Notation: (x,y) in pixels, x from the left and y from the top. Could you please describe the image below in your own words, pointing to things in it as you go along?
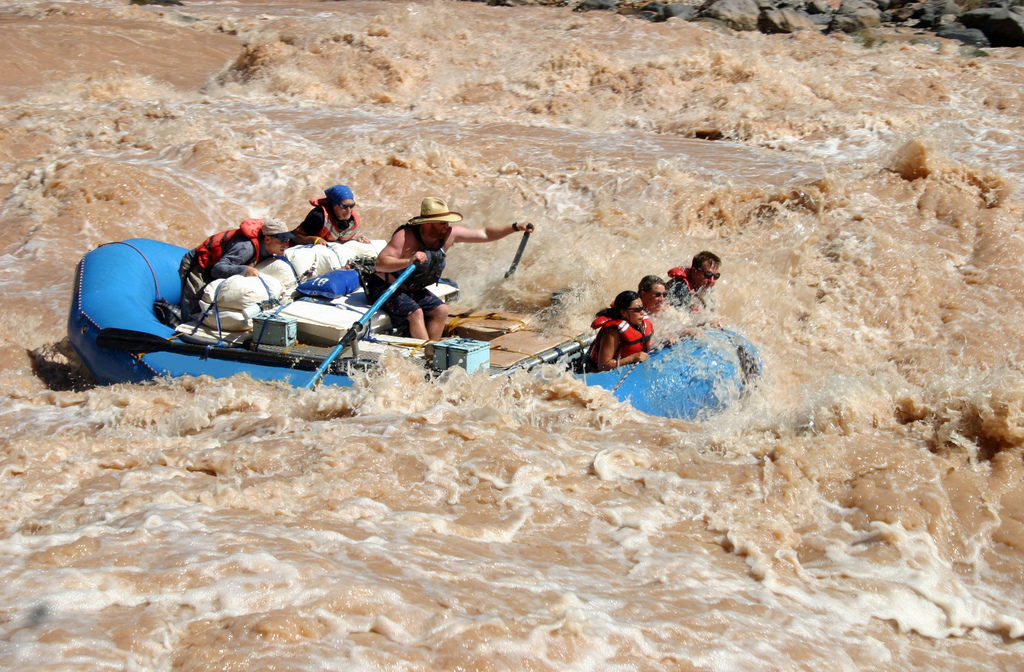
The river (179,160) is highlighted in this picture. As we can see there are waves (461,489), so this is a flowing river (655,511). The group of people (379,265) are sitting in a boat (653,390). The boat (303,371) is in a blue color. The man (452,233) in the middle (431,249) is handling the boat (329,373) with 2 hands (518,230). These people (635,311) wore jackets (211,258).
